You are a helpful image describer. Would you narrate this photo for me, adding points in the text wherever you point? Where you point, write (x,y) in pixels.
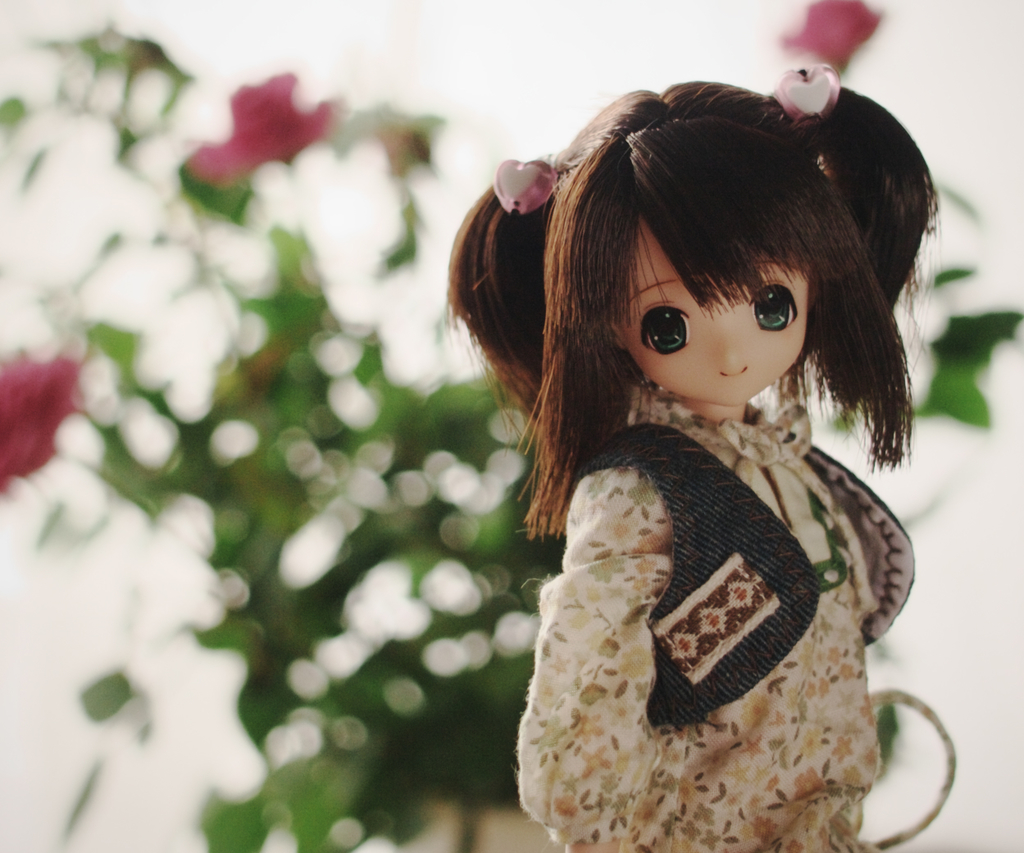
In this image there is a small girl toy (767,552) in the middle (651,410). In the background (421,486) there is a plant (340,438) to which there are pink color flowers (234,169).
